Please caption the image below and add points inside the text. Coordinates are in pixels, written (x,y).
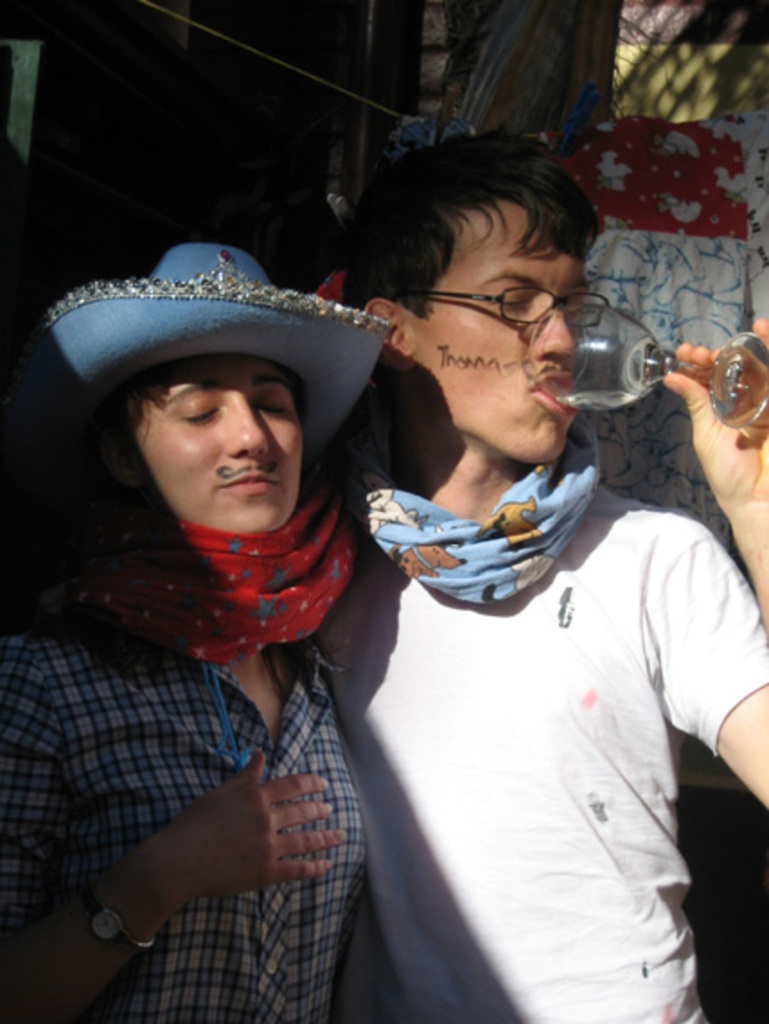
This picture seems to be of outside. On the right (538,236) there is a Man (522,428) wearing white color t-shirt (591,642), standing and drinking. On the left (179,448) there is a Woman (174,802) wearing blue color shirt (153,735) and standing. In the background (207,58) we can see a wall (720,59) and a cloth (724,225).
